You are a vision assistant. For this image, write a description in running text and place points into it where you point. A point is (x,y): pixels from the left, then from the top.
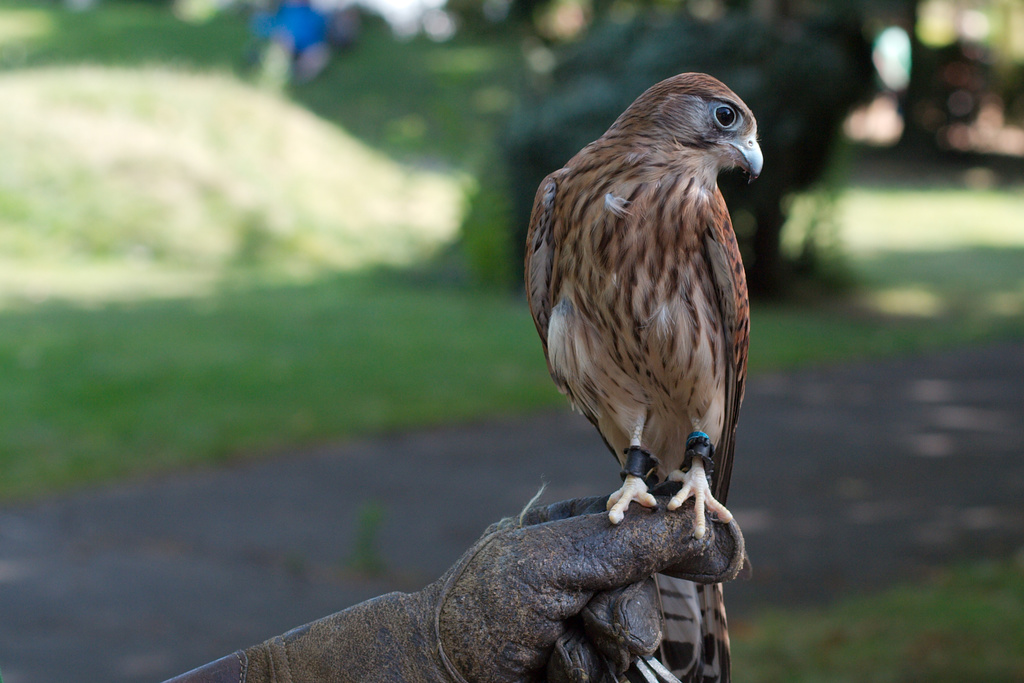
In this picture I can see a bird (639,484) on an object (500,580), behind I can see the road (389,461), grass (392,284), trees (573,97).
